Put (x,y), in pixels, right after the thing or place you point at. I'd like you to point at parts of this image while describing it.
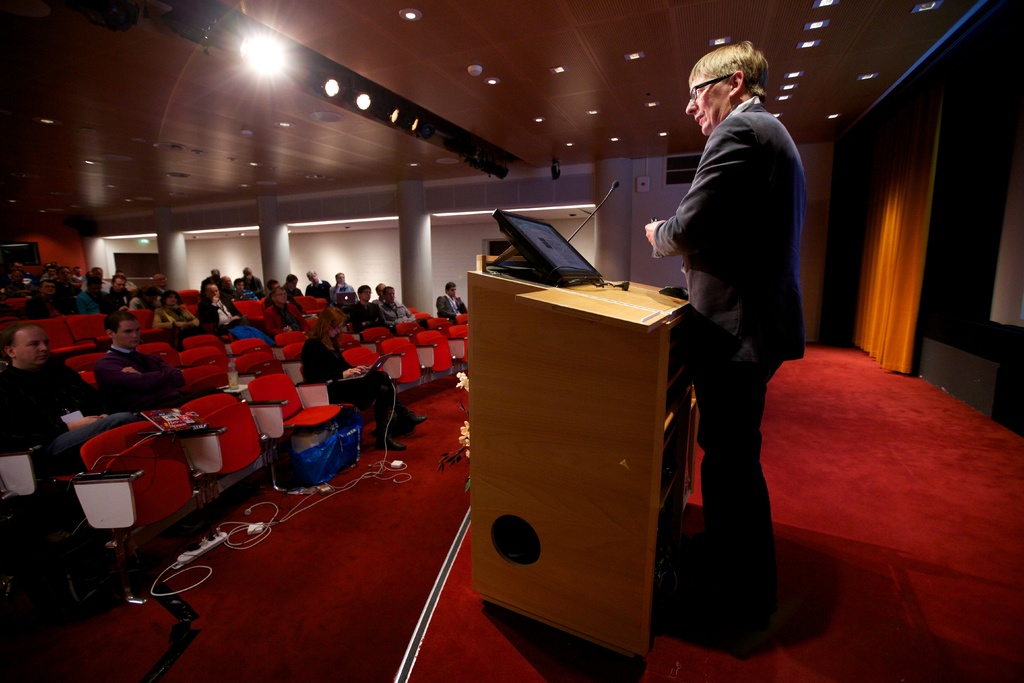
In this image we can see a person (713,158) wearing specs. He is standing. In front of him there is a podium (576,294). On the podium (580,352) there is a screen (553,258) and mic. On the right side (871,224) there is curtain (884,242). On the ceiling (416,70) there are lights (273,67). On the left side (164,320) there are many people (167,308) sitting on chairs (250,349). On the floor (226,548) there is an extension board (221,535) with wires (368,476). In the back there are pillars (400,230).
